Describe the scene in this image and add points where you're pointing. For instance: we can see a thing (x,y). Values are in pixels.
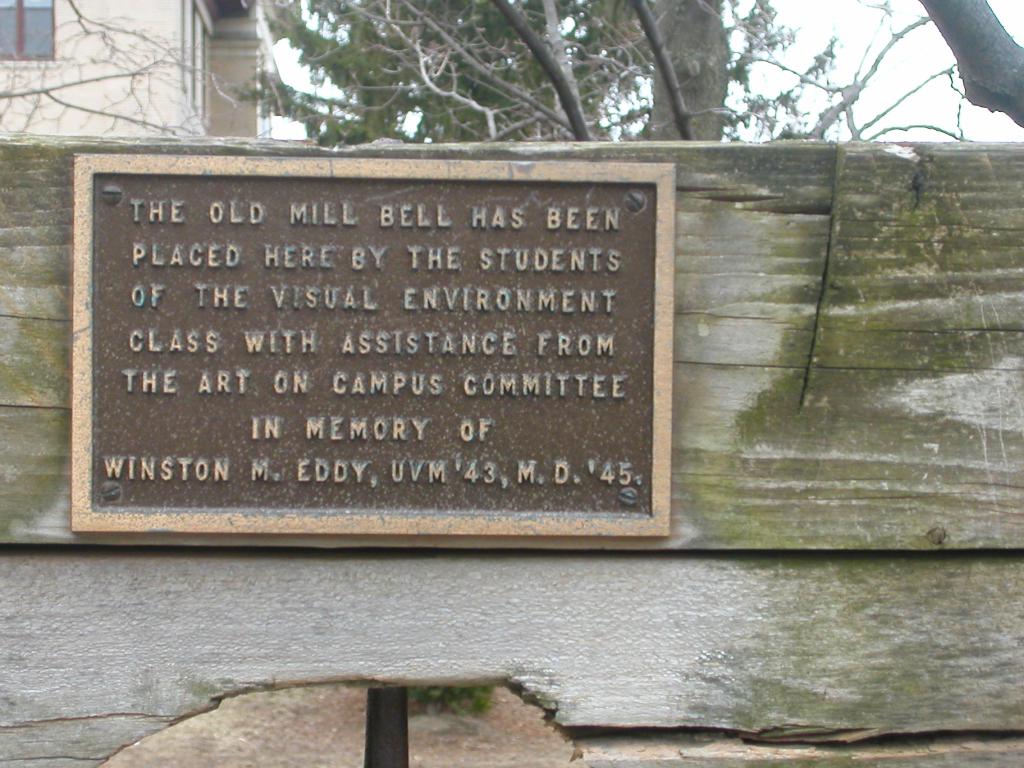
In the foreground of the image (348,626) we can see a name board (481,273) placed on the wood (788,410). In the background (388,75) we can see group of trees (379,60), building (236,73) and sky (741,49).
